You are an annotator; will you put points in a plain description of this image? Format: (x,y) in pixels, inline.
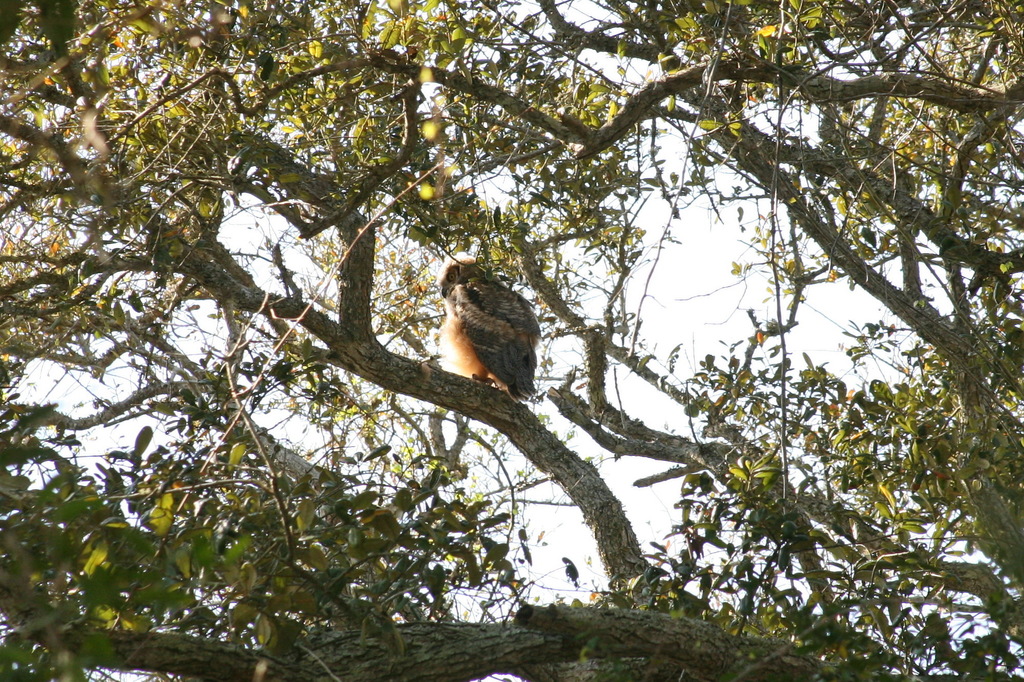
In this image we can see a bird (468,375) on the branch (440,377) of a tree (597,149) and sky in the background (409,397).
